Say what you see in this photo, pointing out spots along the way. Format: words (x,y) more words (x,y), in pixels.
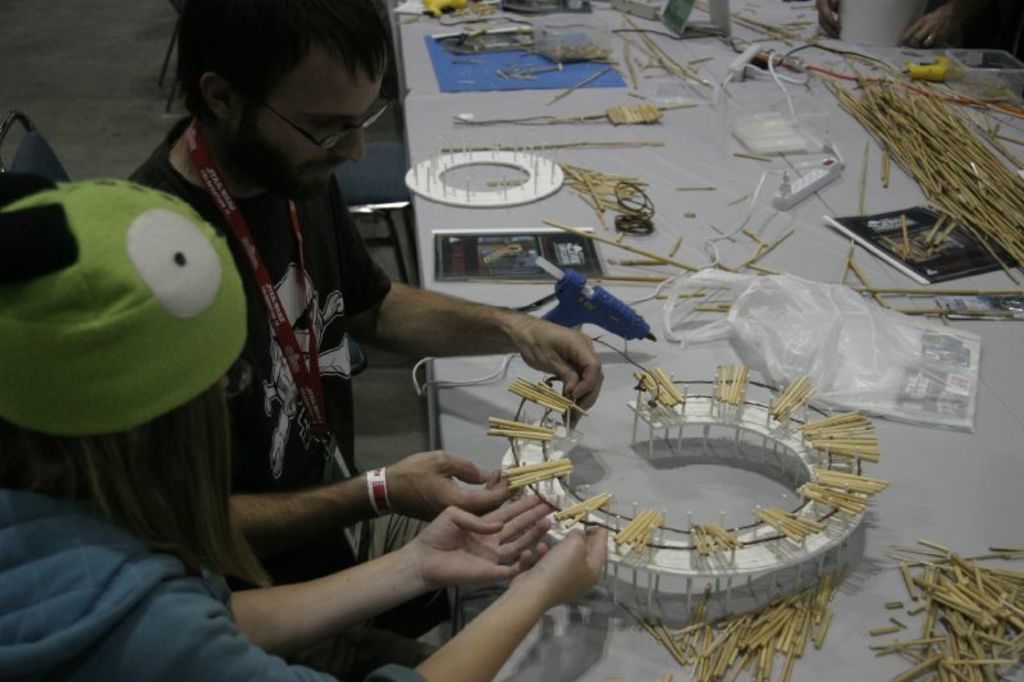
In this image on the left side (210,369) I can see two people (204,455). On the right side (830,374), I can see some objects (591,239) on the table (630,287).
